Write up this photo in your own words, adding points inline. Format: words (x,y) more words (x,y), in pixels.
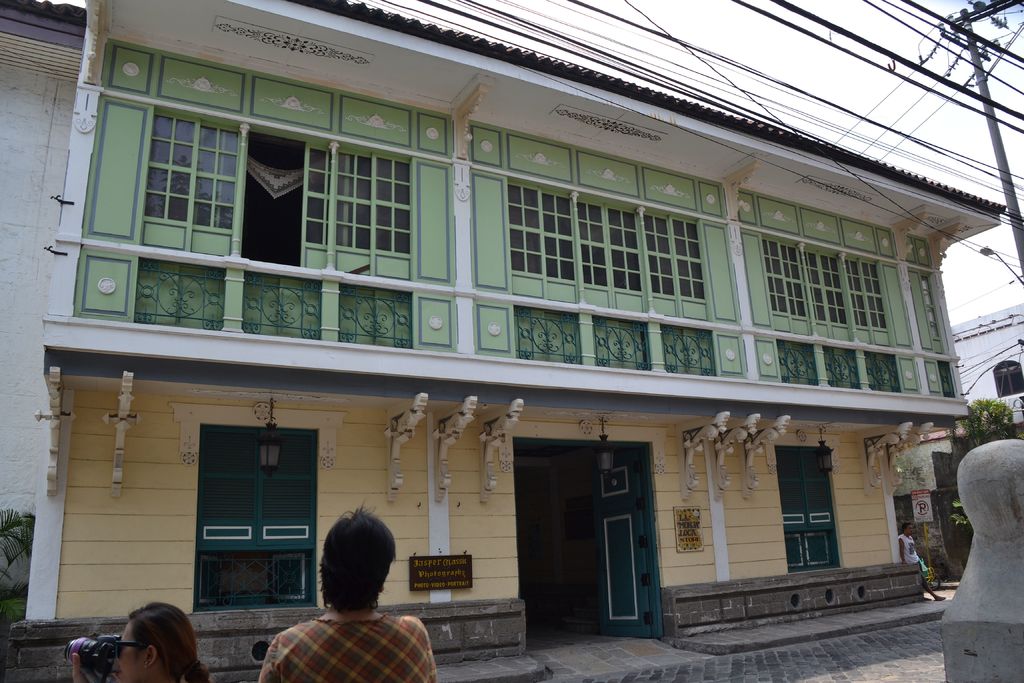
In front of the image there is a woman (132,652) looking through the camera (90,659), beside the woman (138,647) there is another person (333,655) standing. In front of them there is a building (327,195), on the building (367,384) there are glass windows (599,209), name board (429,564) and a lamp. At the entrance (563,459) of the building (559,498) there is a wooden door (621,525). Beside the building (839,528) there is a person (906,555) standing and there is some sign board (927,504) a tree (974,419) and other buildings (994,337). On top of the image (959,86) there are electrical cables (958,30) on the electric pole (968,38). On the bottom right of the image (986,577) there is some concrete object (976,589). On the left side of the building (68,486) there are plants (21,540).
